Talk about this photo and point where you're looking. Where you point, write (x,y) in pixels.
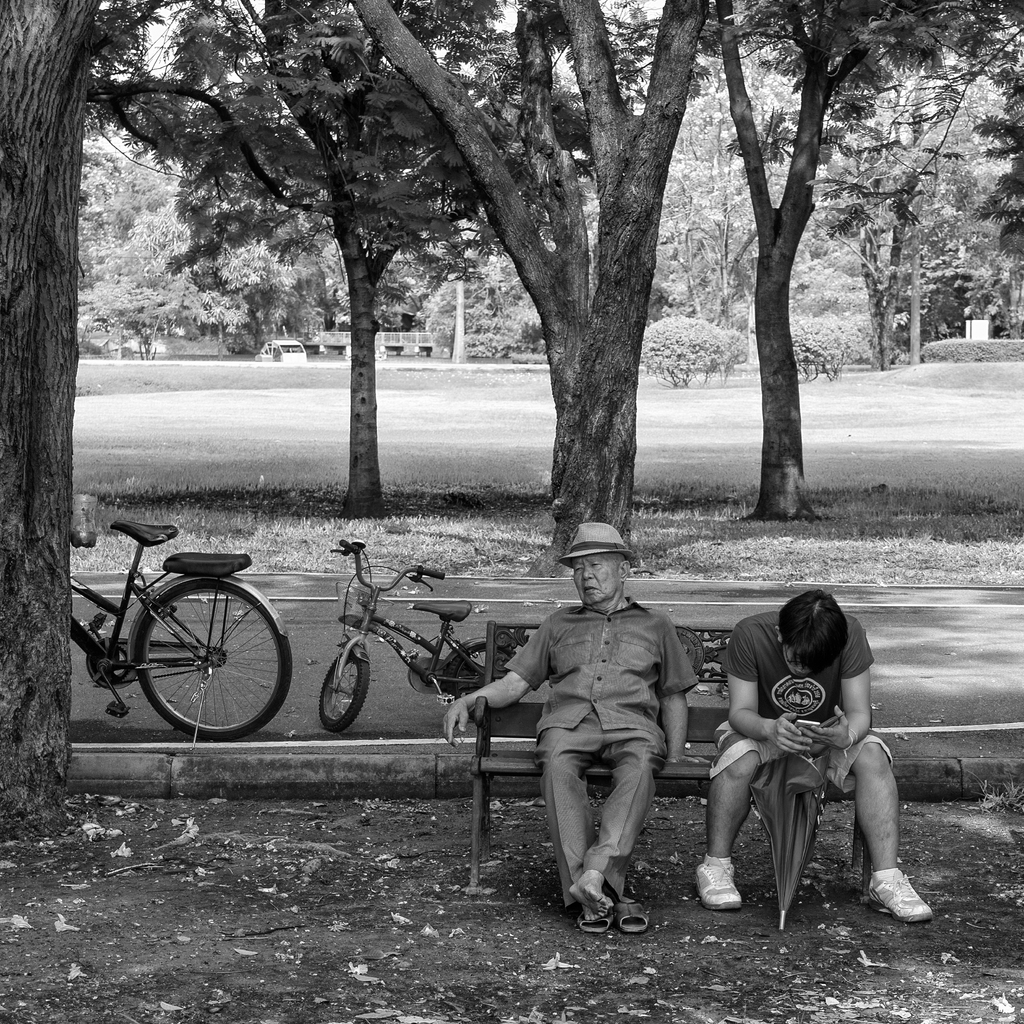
In the center of the image (644,646) we can see two people (516,676) sitting on the bench (606,767). On the left (235,729) there are bicycles (277,707) on the road (315,729). In the background (357,365) there are trees (990,183), bushes (728,371) and a car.
